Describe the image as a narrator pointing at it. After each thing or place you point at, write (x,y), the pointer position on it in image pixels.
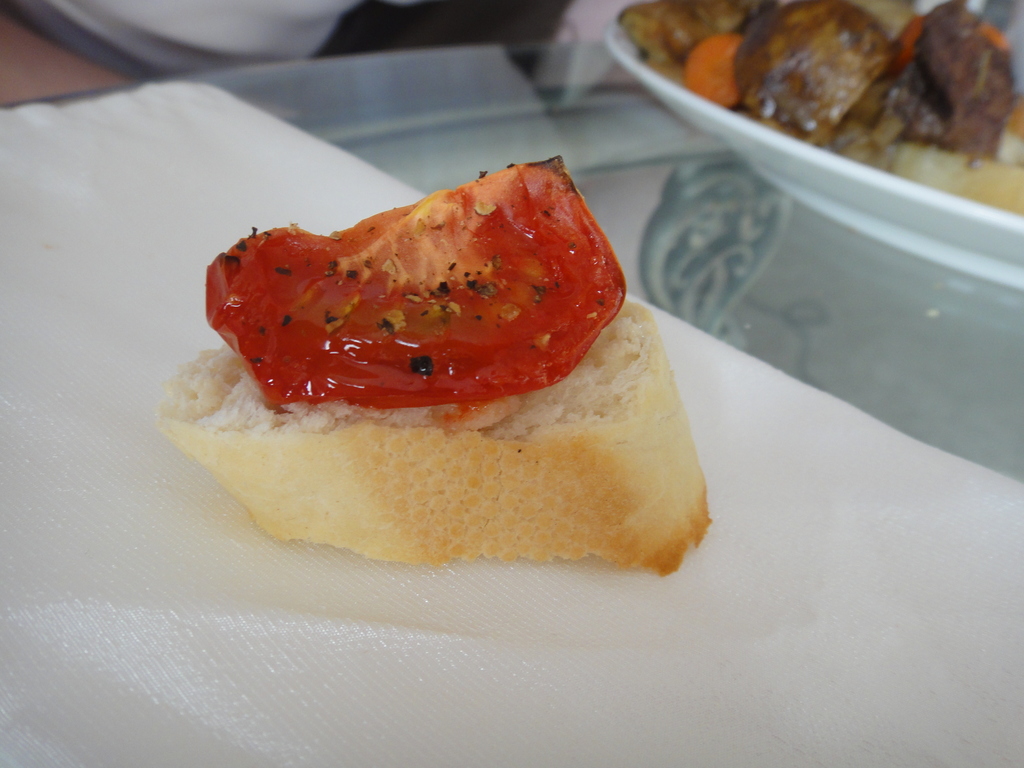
In this image, we can see some food (445,527) on the white surface (632,577). On the right side of the image (847,143), we can see eatable things (876,127) in a white bowl (834,158). This bowl (988,223) is placed on a surface (737,213). Top of the image (226,25), we can see white color.
